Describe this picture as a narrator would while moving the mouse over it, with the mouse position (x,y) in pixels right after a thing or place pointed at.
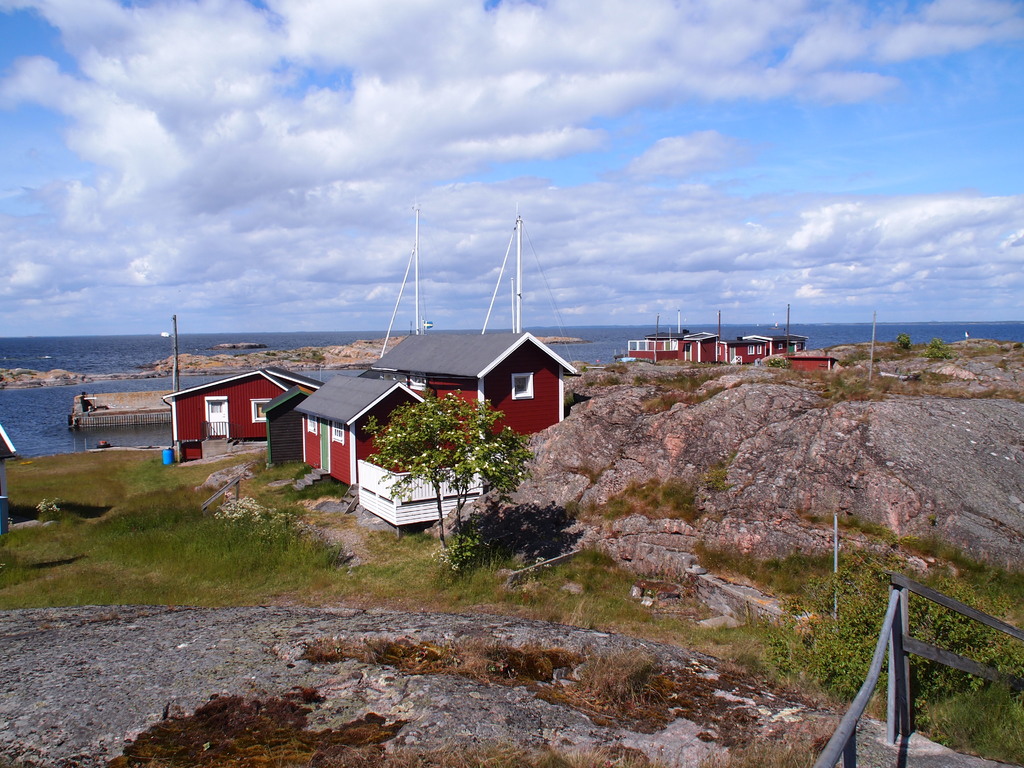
In this picture we can see a clear blue sky (598,158) with clouds (386,158), water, houses (415,398). We can see a blue object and a tree (507,464). We can see green grass (504,553). On the right side (810,628) we can see a railing (870,685), plants (847,654) and mountains (854,417). There are poles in this picture.
